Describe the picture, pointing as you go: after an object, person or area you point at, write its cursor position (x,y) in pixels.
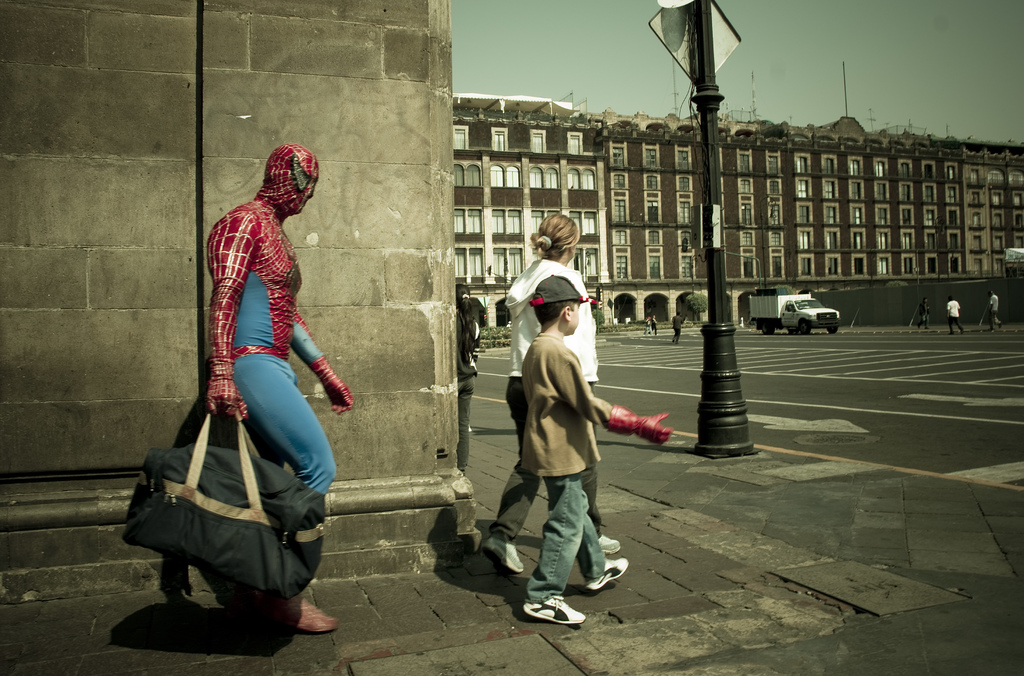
In this image, we can see some buildings (806,227). There are a few people (616,415). Among them, we can see a person (229,293) wearing a costume (273,424) is holding an object (284,516). We can see the ground (735,628) and some poles (719,317). We can see a board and a tree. We can see a vehicle (795,299). We can see the tent (574,110) on one of the buildings (966,246). We can see the sky (809,91) and an object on the right (886,53).
